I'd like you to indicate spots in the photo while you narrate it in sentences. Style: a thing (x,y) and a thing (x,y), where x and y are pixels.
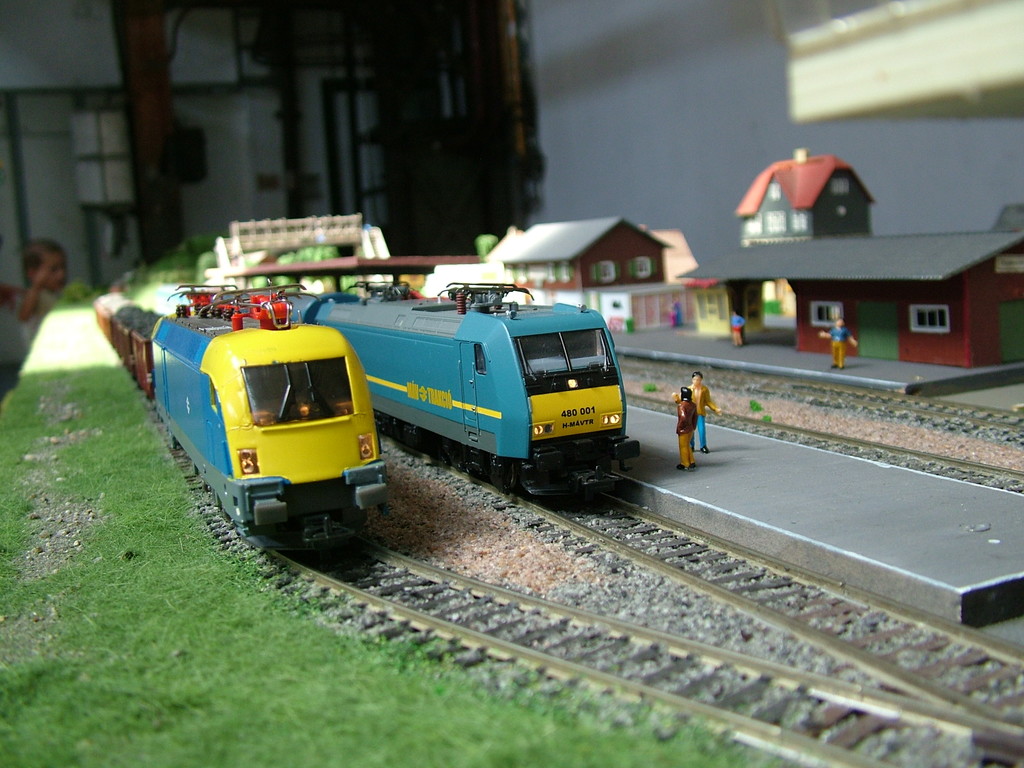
This is the picture of some toys (453,449) which are in the shape of train (389,369) on the track (562,624), houses (953,347), people (705,434) and some grass (335,738).
